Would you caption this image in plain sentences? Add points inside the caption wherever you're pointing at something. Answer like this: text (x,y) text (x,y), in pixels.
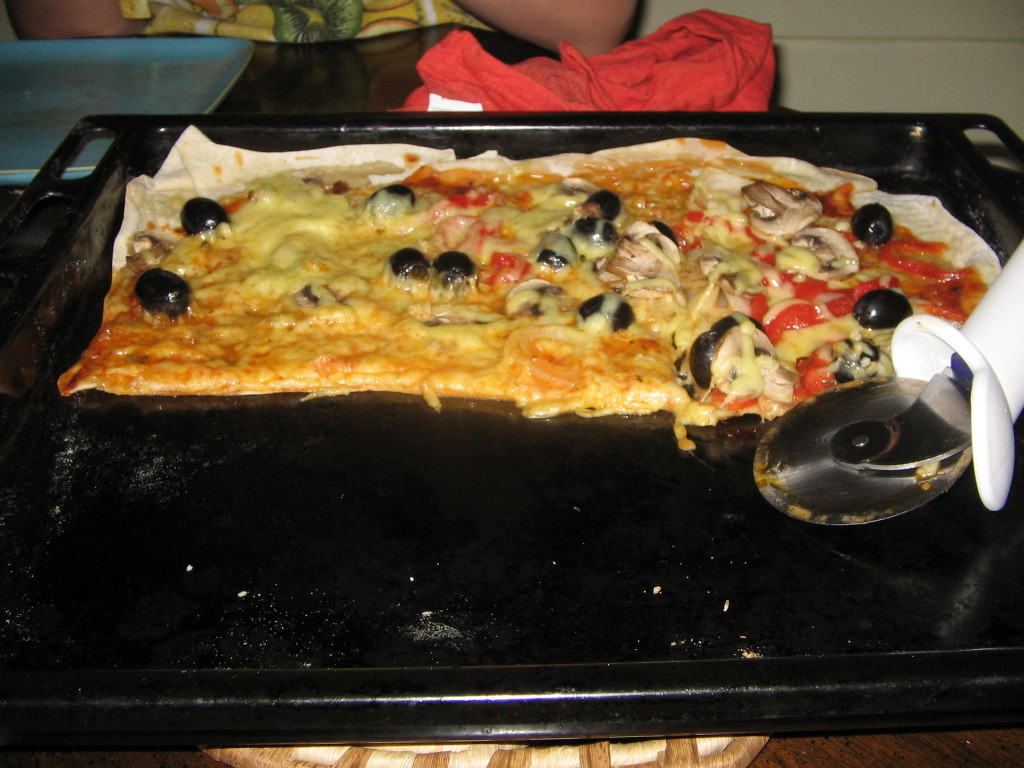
In this picture I can see there is some food (518,328) placed in a tray (932,126), there is a cutter (872,470) and there is a person (368,35) sitting in the backdrop (372,1). There is a red color object (447,76) placed on the table (370,55).
